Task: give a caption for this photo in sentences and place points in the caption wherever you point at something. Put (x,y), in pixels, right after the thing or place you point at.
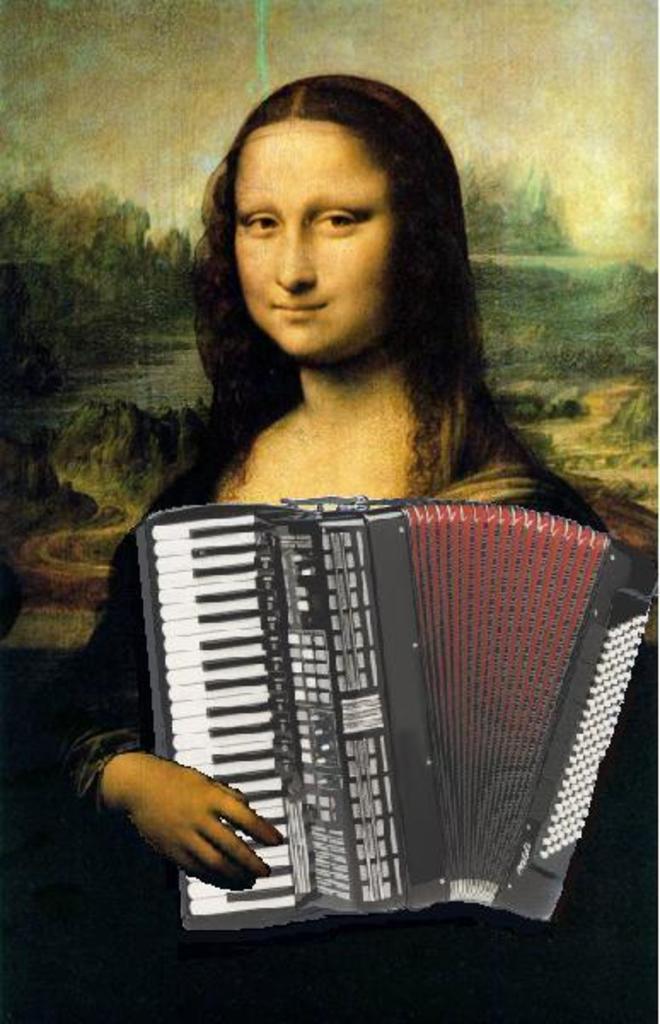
There is a Mona Lisa painting (395,309). There is an accordion (557,618) at the front (352,718).
